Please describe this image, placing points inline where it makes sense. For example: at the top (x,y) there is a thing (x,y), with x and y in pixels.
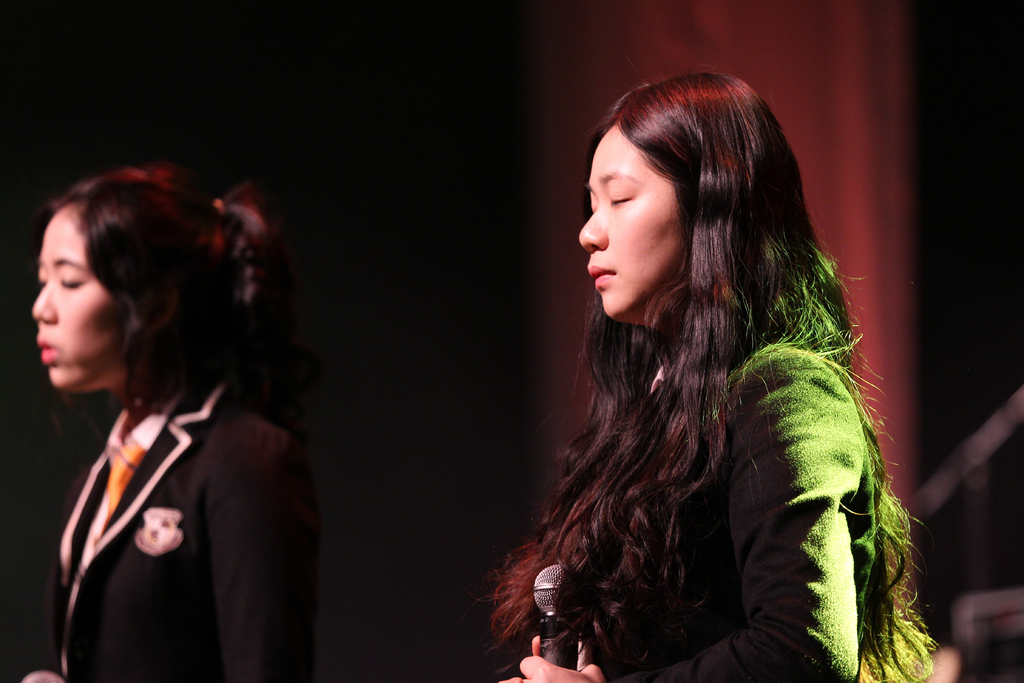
In this image I can see two women (744,302) closing their eyes (623,199) and facing towards the left side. The woman (662,409) who is on the right side (707,603) is holding a mike (554,623) in the hand (565,669). The background (372,198) is blurred.
